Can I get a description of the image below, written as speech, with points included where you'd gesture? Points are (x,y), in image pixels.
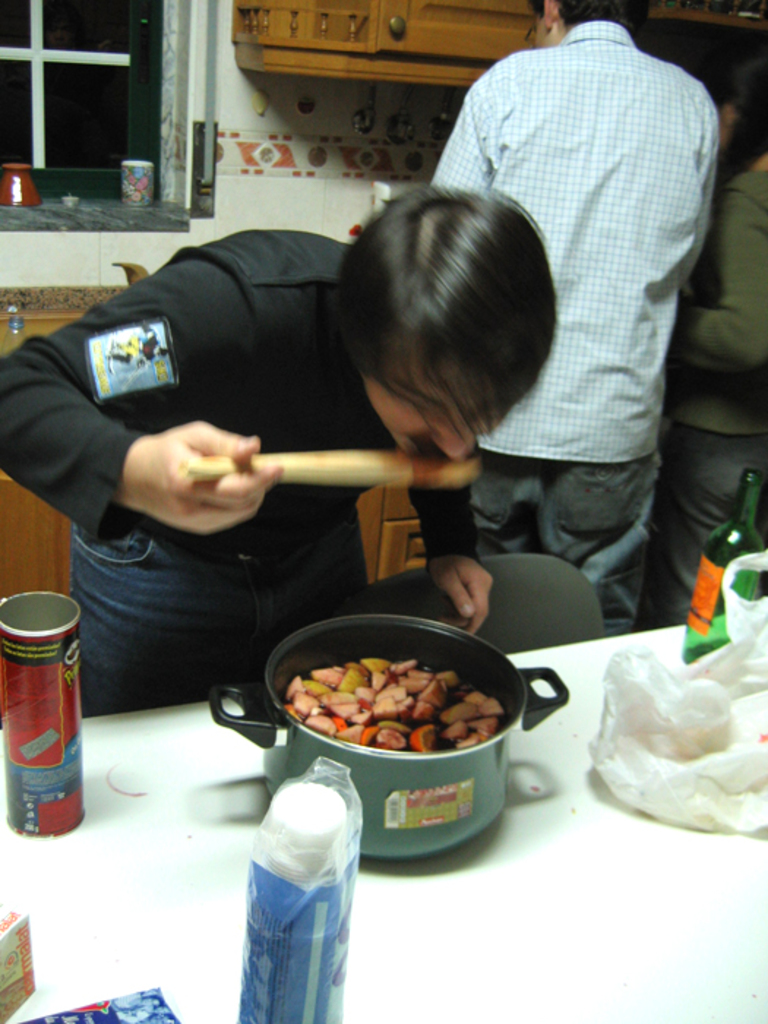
In this image I see 3 persons (102,701) standing and this person (99,557) is holding a spoon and there is table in front of him and there are lots of things (759,558) on the table (743,956). In the background (16,566) I can see the window (12,118) and the cabinet (450,72) and the wall (228,66).
